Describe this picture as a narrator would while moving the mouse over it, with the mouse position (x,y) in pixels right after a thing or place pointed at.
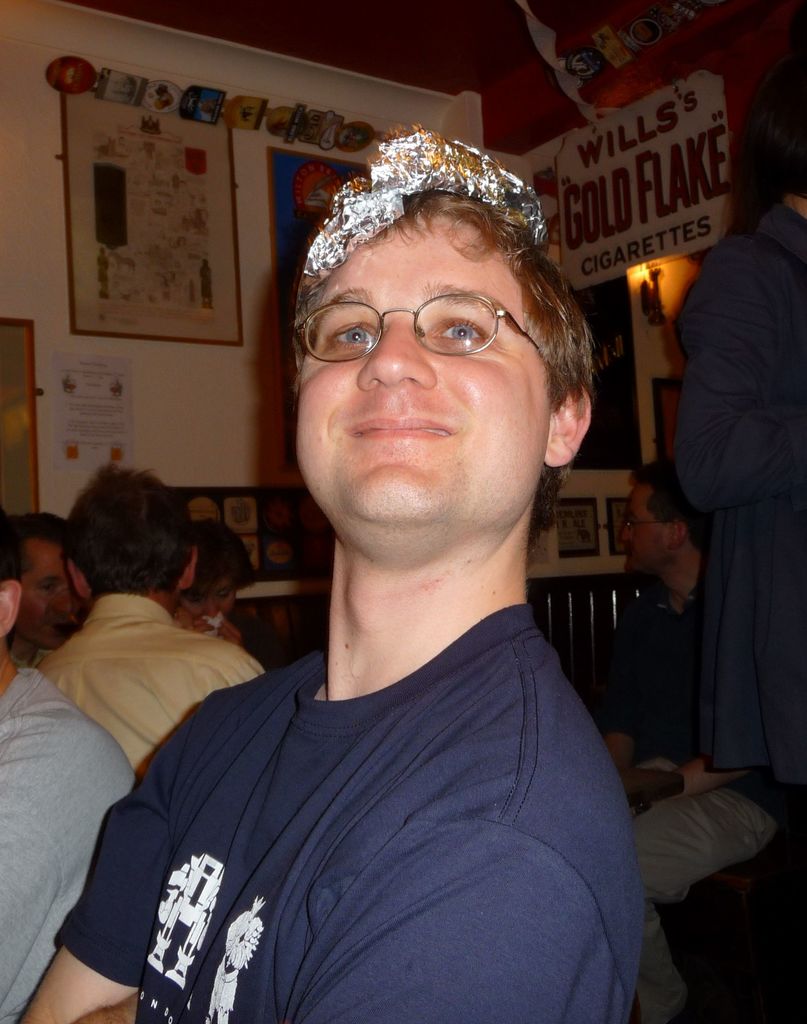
In this image, we can see a man (354,669) wearing glasses (449,306) and there is a silver paper (429,188) on his head (434,263). In the background (29,719), there are some other people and we can see some posters (199,146) and boards (657,174) which are placed on the wall (606,513).
